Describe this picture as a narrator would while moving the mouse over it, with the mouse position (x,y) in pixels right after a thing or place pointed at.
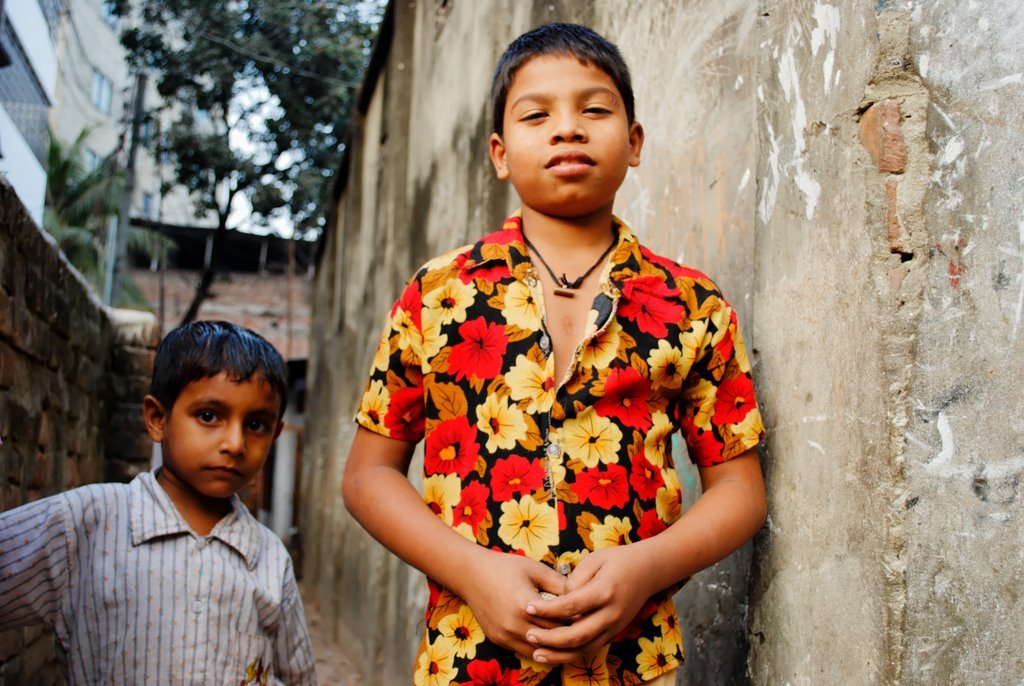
Here two children (437,466) are standing, here there is a building (68,68), here there is a tree (214,182).
